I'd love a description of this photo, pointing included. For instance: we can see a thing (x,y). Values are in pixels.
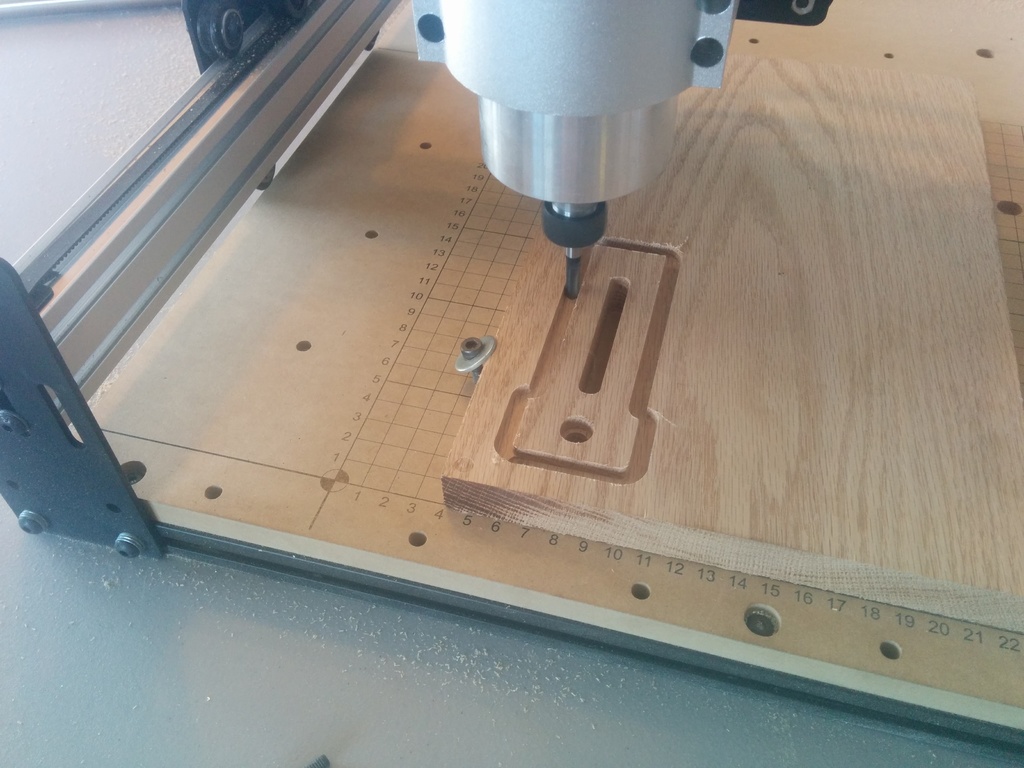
There is a board (700,371) and a drilling machine (587,142) above it. There are holes (644,587) on the wood (241,491) and there is scale marking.
